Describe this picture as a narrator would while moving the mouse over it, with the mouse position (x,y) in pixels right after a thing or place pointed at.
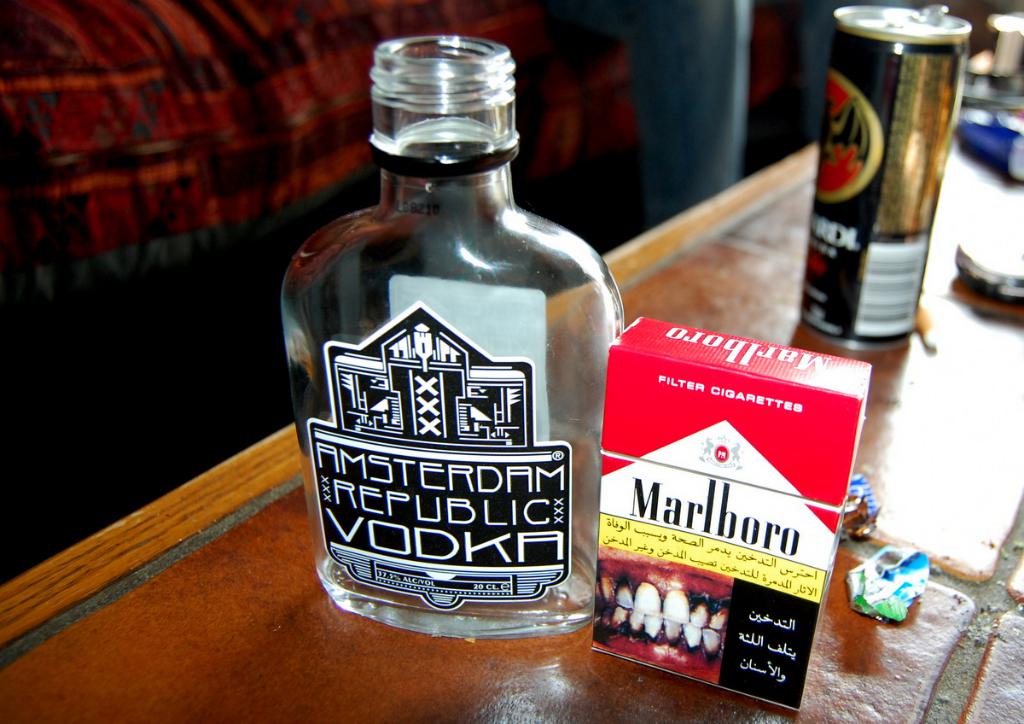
There is a bottle (492,419), box (780,448), tin (858,273) and some other items (978,89) on a table (75,666). In the background (211,115), there is a red color cloth (540,37).
